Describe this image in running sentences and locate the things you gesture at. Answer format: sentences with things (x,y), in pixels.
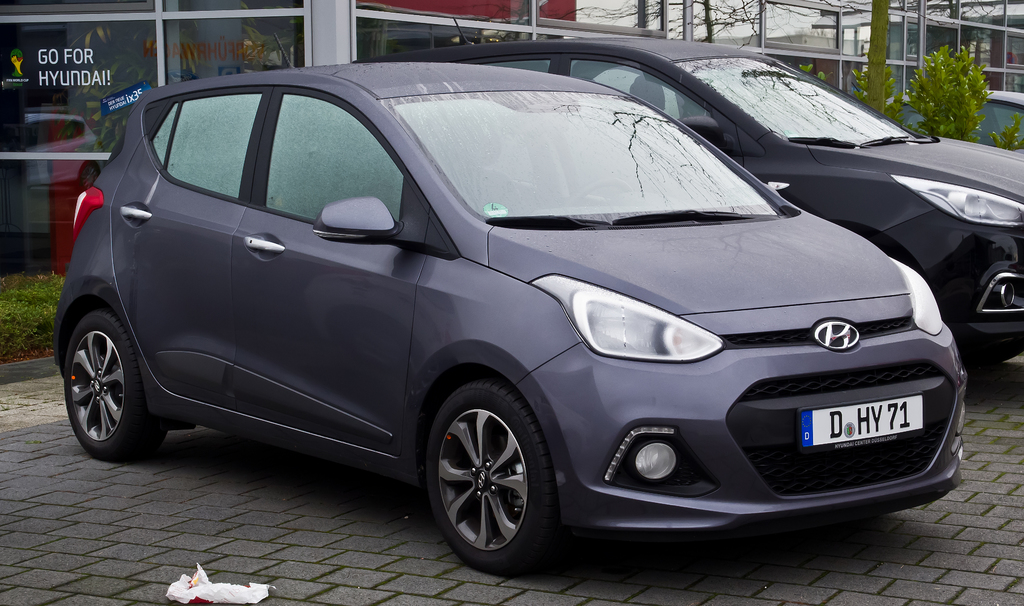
In this image we can see two cars (735,160) parked in front of the building (321,20), there is a poster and a text (80,58) on the building (295,24), there are few plants (38,316) and a tree (872,79), and there is an object (232,587) on the pavement (300,548).
